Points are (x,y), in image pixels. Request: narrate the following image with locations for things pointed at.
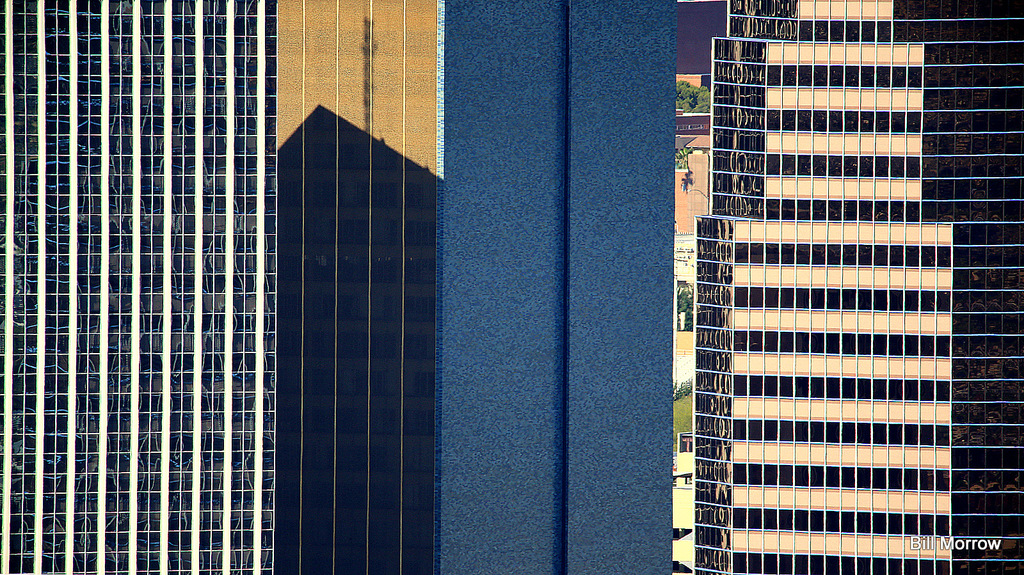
In this image there are buildings (450,304). In the center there are plants (679,103) and grass (682,416) on the ground (685,412). In the bottom right (960,541) there is text (930,544) on the image.
